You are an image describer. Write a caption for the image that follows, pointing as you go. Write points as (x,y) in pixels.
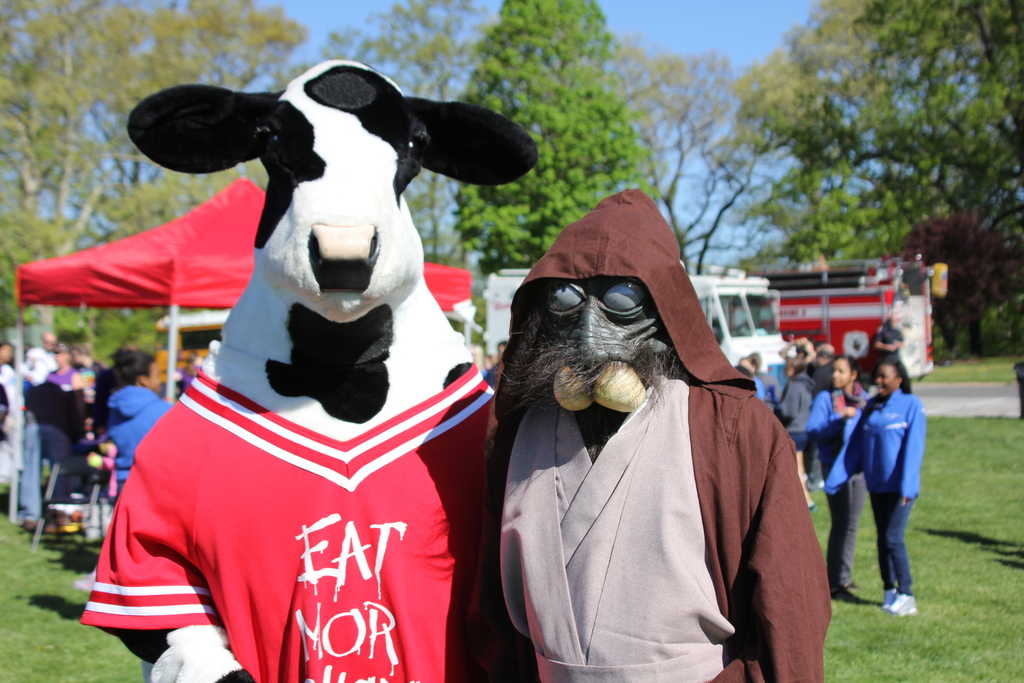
In this image I can see in the middle (615,407) it looks like there are two persons (504,436) in costumes (549,524), behind them few people (882,515) are there. On the left side (251,253) there is a tent (34,301), on the right side (805,269) there are vehicles (795,311) on the road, in the background (972,112) there are trees (791,222). At the top (686,29) there is the sky (739,35).
